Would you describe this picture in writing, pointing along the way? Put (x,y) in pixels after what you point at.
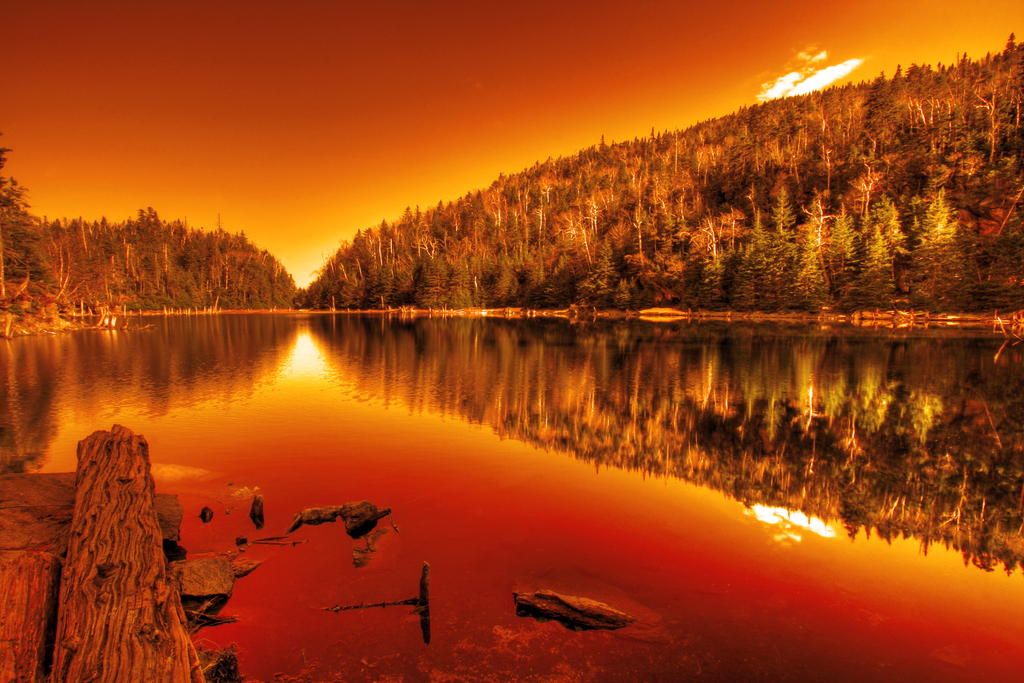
As we can see in the image there are trees (467,271), water (419,329) and stones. In water (629,345) there are trees reflections (622,425). On the top (123,144) there is sky (123,144).
